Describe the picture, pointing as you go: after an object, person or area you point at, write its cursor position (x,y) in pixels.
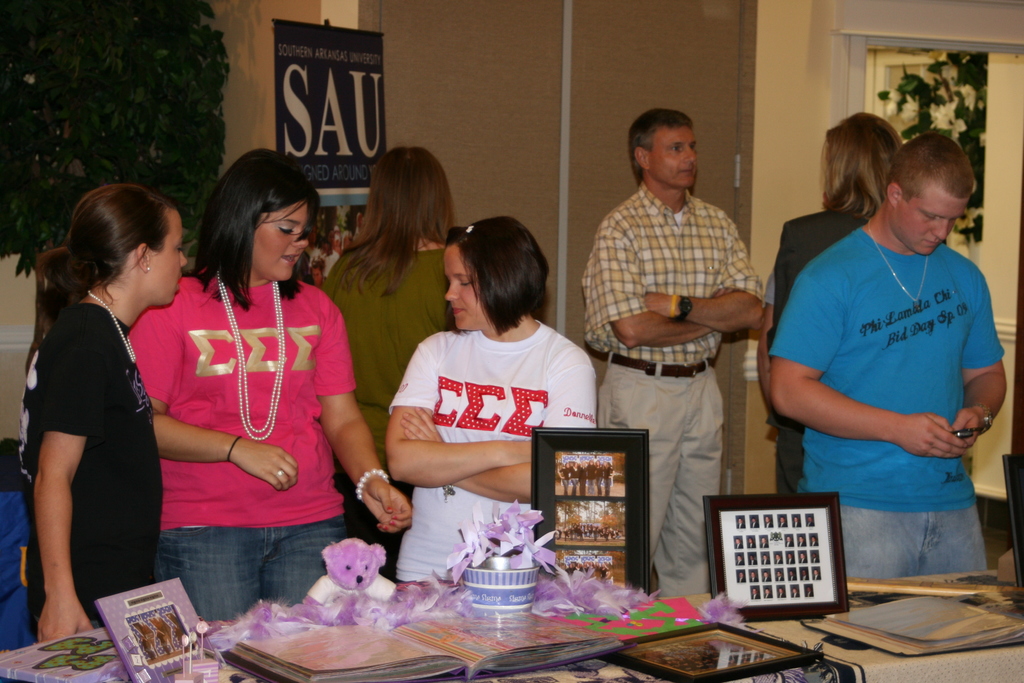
On the background (320,45) we can see plant (99,61), board (308,94), door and a wall (801,80). Here we can see persons (953,380) standing near to the table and on the table (234,682) we can see photo frames (557,544), albums (601,624), a small teddy bear (383,582) and a pot (499,577) with artificial ribbon flowers (519,539). Behind to these persons (221,409) we can see few persons (854,157) standing.
